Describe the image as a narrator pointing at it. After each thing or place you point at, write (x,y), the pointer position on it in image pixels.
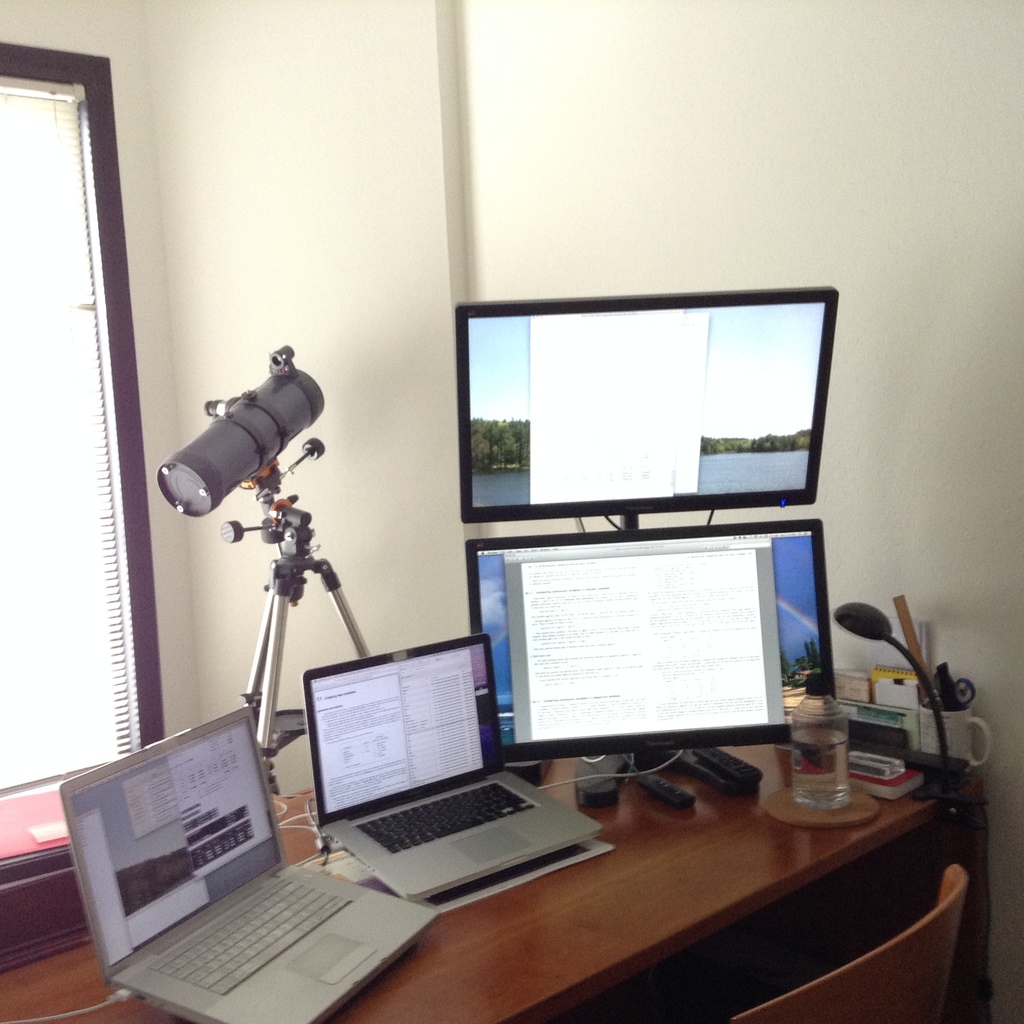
In this image on the table (494,900) there is a laptop (232,947), monitor (785,591), bottle (807,701), cup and there is a chair (869,993).
